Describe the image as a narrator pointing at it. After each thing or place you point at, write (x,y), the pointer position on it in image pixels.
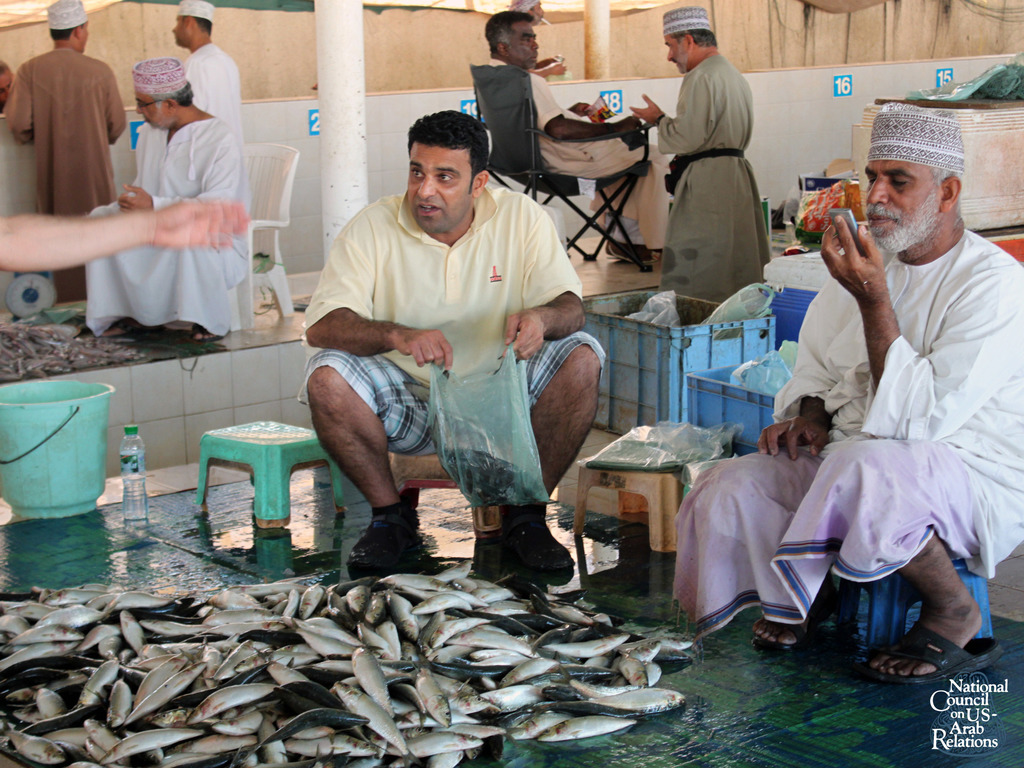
In this image, on the right side (988,372), we can see a man (1016,308) wearing a white color dress (940,440) is sitting and the man (822,333) is also holding a mobile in his hand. In the middle of the image (419,414), we can also see another man (470,244) sitting and holding a cover (463,491) in his hand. On the left side (79,245), we can see hand (220,216) of a person (206,218). In the background (184,146), we can also see another person (209,150) wearing a white color dress (198,312) is sitting on the chair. In the background (610,162), we can also see a group of people (594,161), pillars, wall (776,95) and few boxes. At the bottom (285,696), we can see a bucket (91,432), table (267,429), bottle (144,515) and some fishes (331,743).
